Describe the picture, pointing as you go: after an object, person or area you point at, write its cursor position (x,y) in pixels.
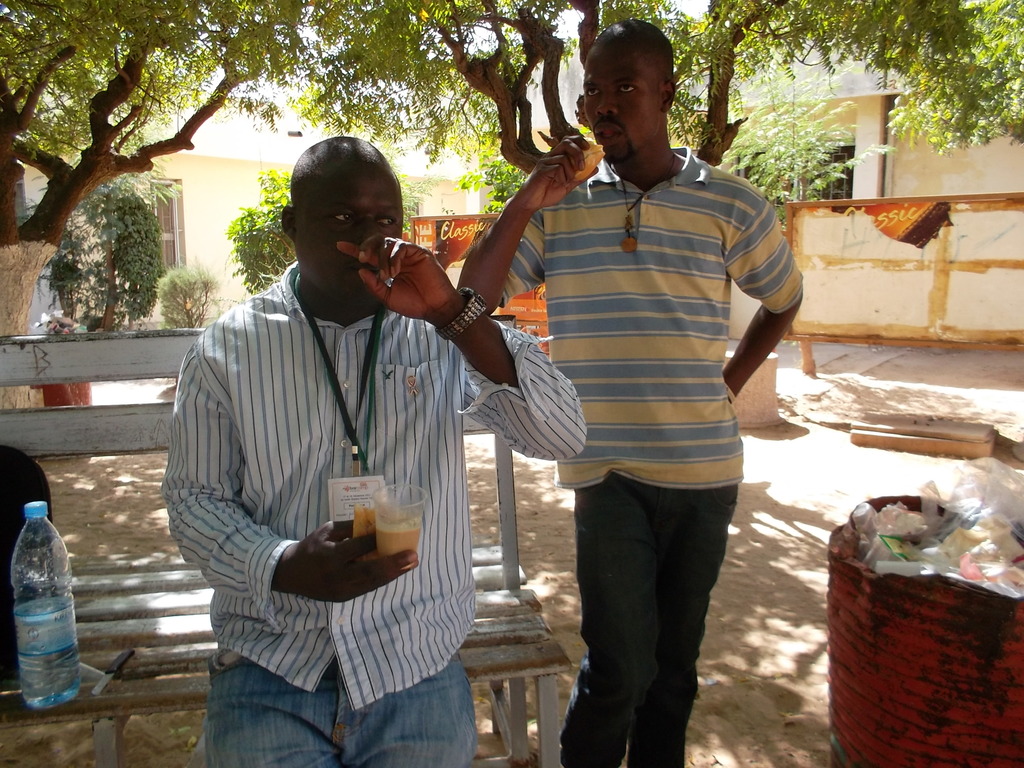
In this image there are two persons (399,408). In front (382,554) the man (308,569) is holding a glass (378,536). On the bench (87,649) there is a water bottle (60,663) and knife (100,683). At the background (194,173) there is a building (211,132) and a trees (306,58).
